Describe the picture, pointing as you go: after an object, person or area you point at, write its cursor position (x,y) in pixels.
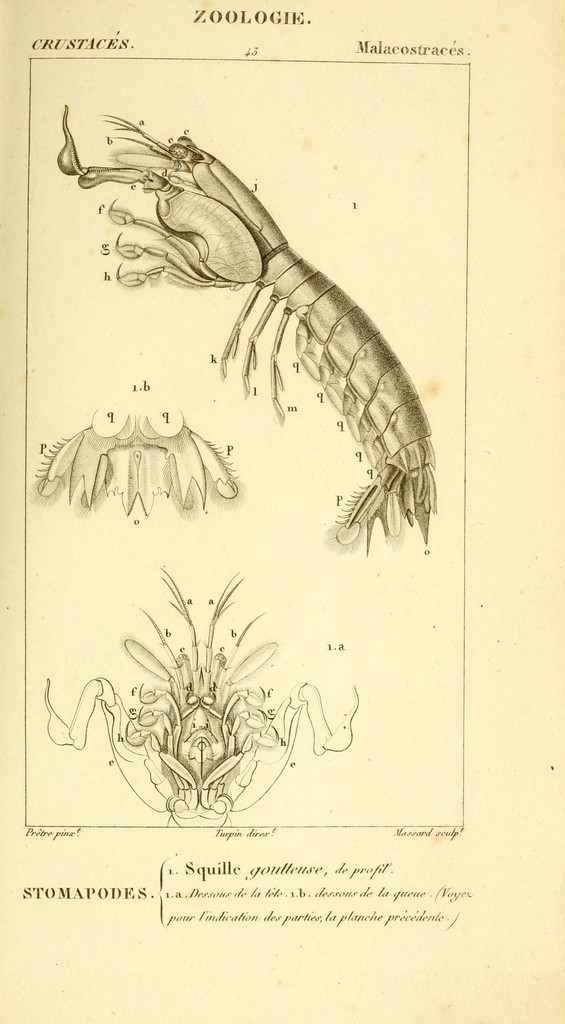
In this image we can see a card (448,312) on which we can see a drawing (179,214) of an animal (256,347) and in the bottom (169,923) we can see some text (183,898).
